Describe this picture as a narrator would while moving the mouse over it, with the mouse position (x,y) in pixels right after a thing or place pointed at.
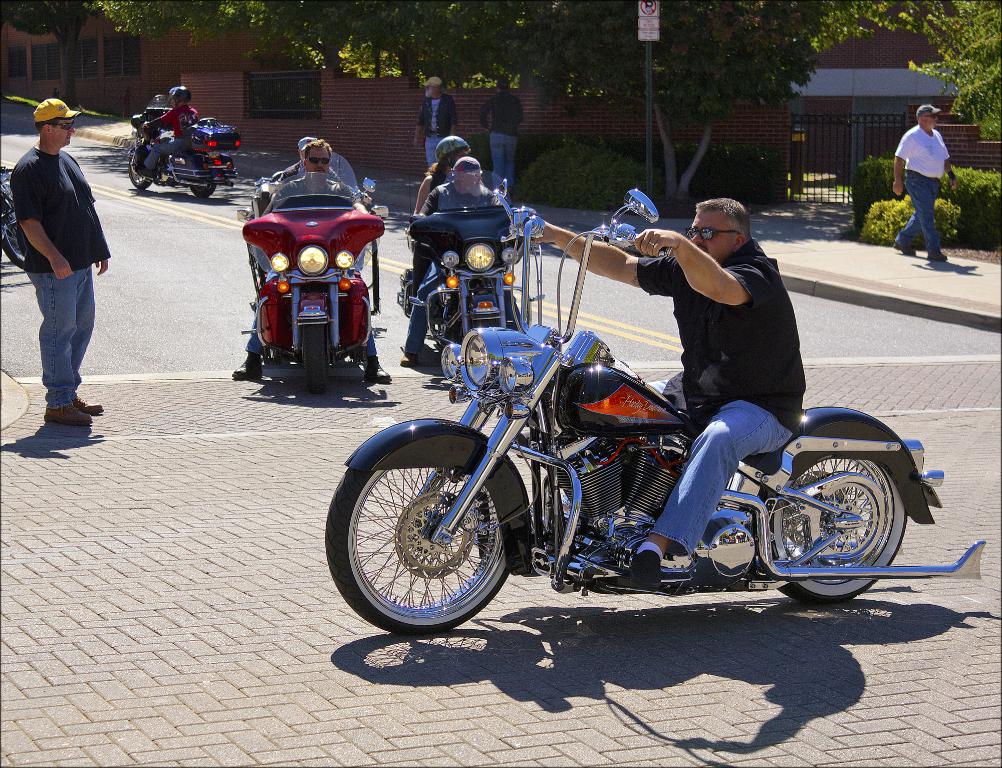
In this image i can see few persons (779,413) riding bike (637,400) on a road (185,442) at right (908,165) i can see a man (901,153) walking on a path way (933,278) at left (50,201) a man (21,192) standing at the back ground (244,14) i can see a tree (421,64) and a building (368,136).
